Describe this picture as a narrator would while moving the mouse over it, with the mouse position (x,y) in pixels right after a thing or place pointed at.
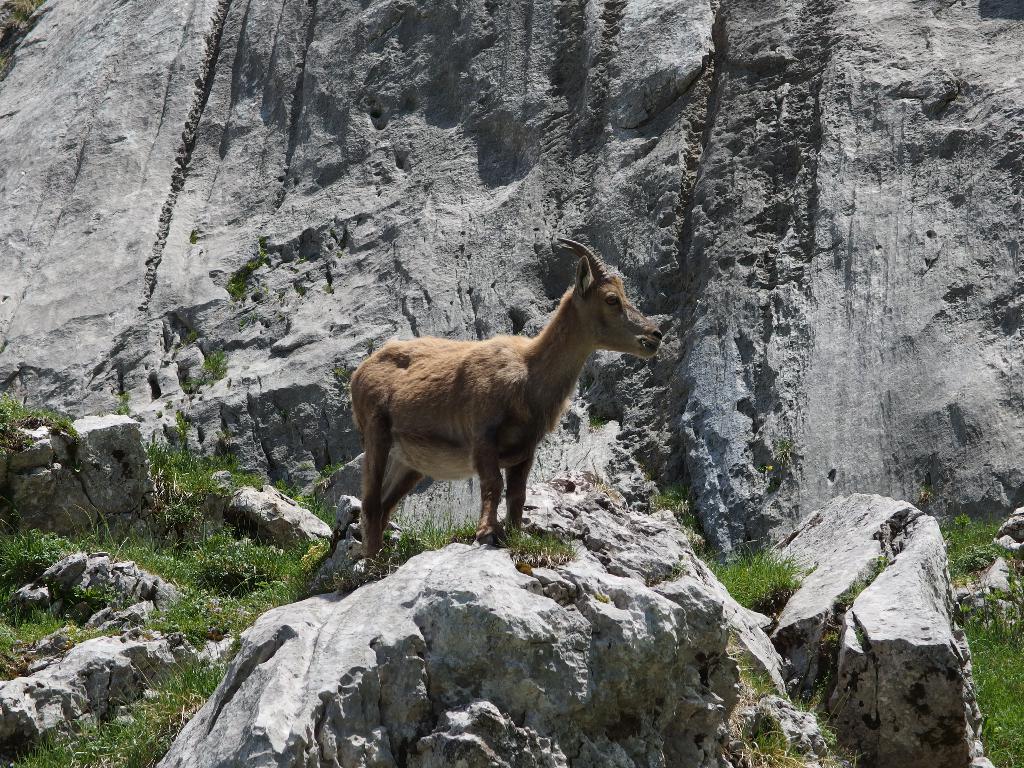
In the middle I can see an ibex (370,517) is standing on the mountain (381,598) and grass (375,572). This image is taken during a day on the mountain (813,383).
